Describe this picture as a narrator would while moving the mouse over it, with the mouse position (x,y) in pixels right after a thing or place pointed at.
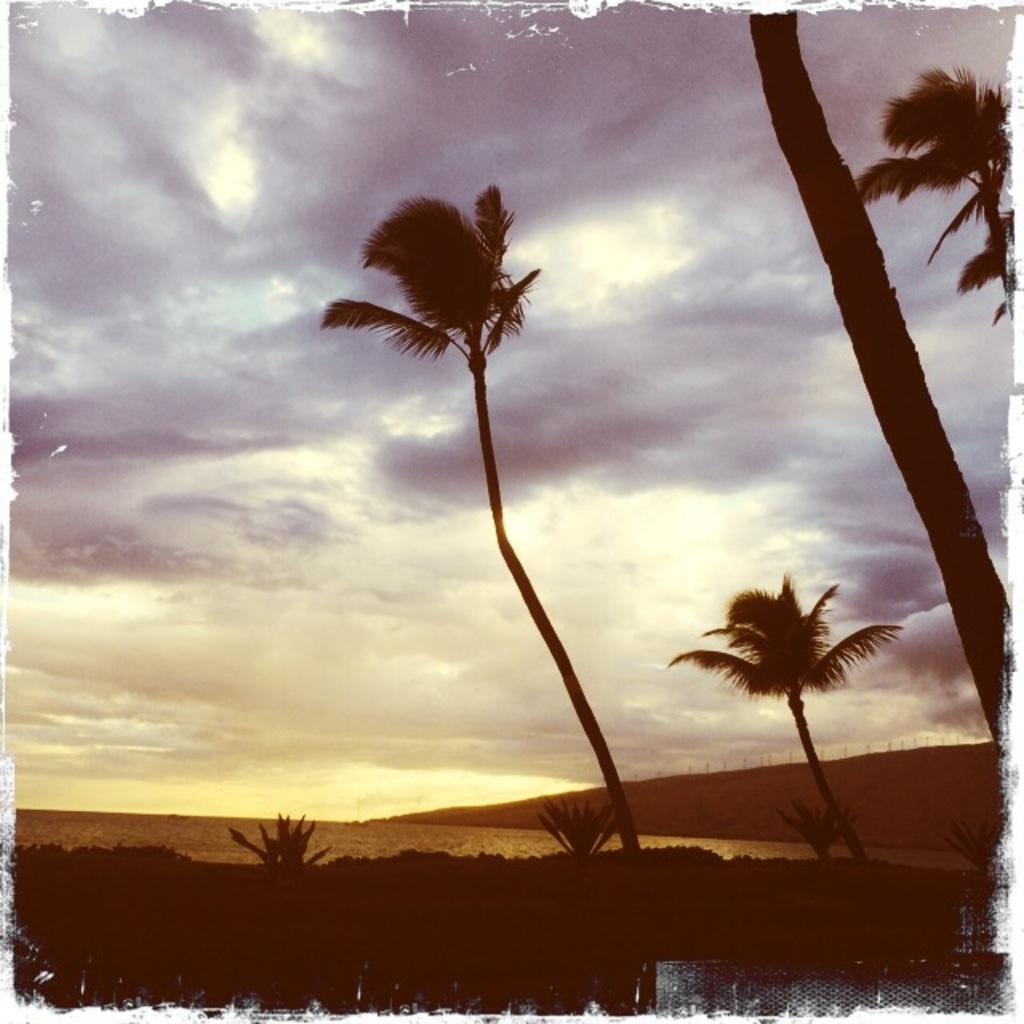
In this picture we can see some trees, sand (695,943) in the image.
